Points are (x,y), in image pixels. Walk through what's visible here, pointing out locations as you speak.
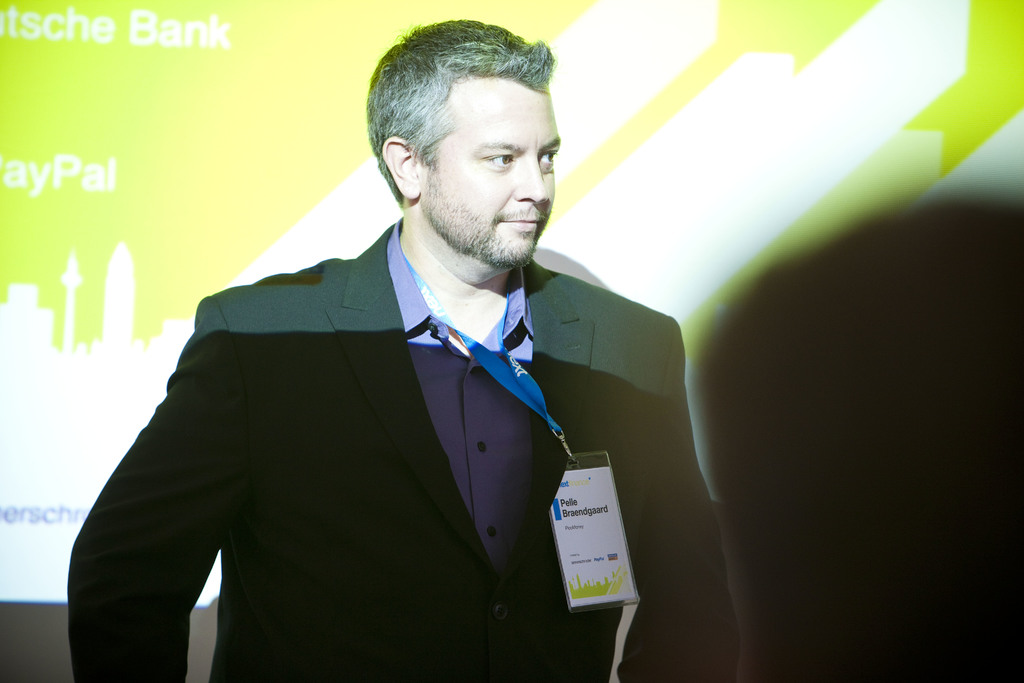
In this image there is a man (368,295), he is wearing blue shirt (465,452) and black coat (332,574) and a tag (599,526), on the right side (715,407) it is black background (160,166) there is a banner (220,119), on that banner (64,396) there is some text (140,14).
